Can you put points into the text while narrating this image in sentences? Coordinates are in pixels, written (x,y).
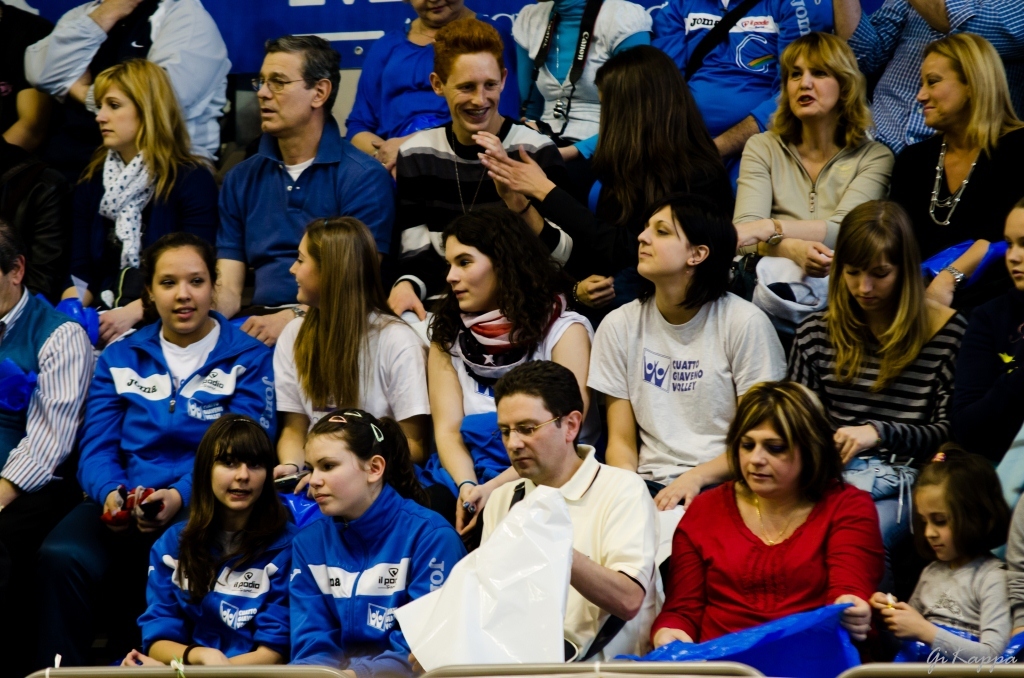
In this picture we can see a group of people (133,13) sitting where some are smiling.
